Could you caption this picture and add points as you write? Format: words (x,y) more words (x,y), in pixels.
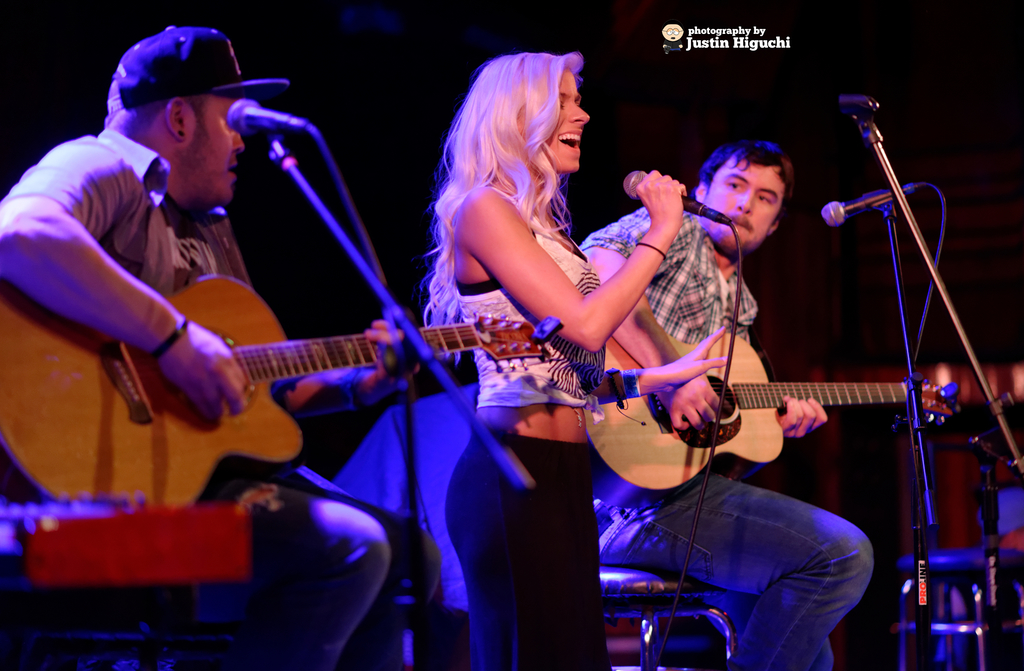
There are 3 people (585,330) on a stage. The two persons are sitting on a chairs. In the center (574,336) we have a woman (536,240). She is standing. She is singing a song. The remaining people (172,354) are playing a musical instruments (179,452).
